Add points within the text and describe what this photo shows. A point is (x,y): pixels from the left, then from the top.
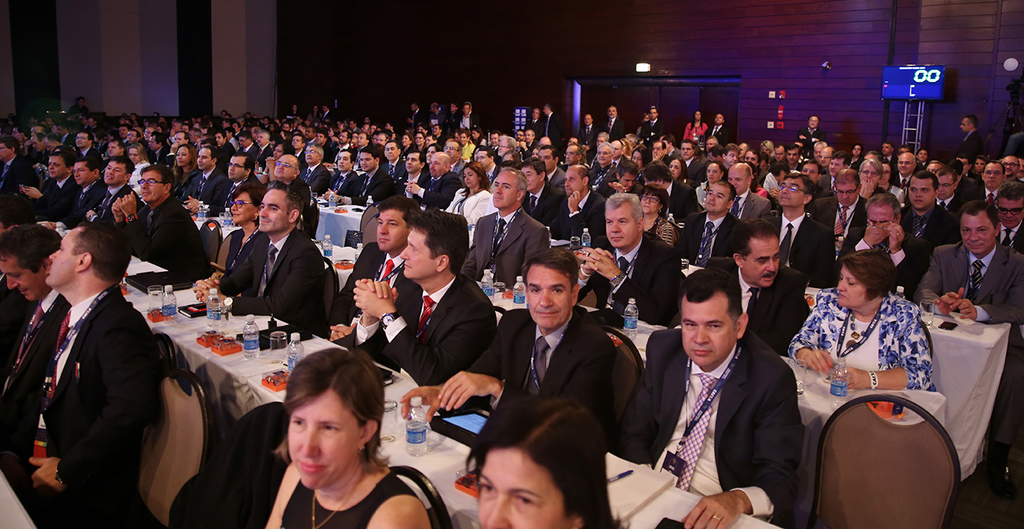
This image consists of many people (515,315). It looks like a conference hall (737,364). Most are wearing black suits (188,243) and Tie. In the front of them, there are tables (398,459) covered with white clothes (467,502) on which there are bottles (416,439) and glasses (275,352). On the right (712,105), we can see a screen (906,92) along with the door (673,107).
